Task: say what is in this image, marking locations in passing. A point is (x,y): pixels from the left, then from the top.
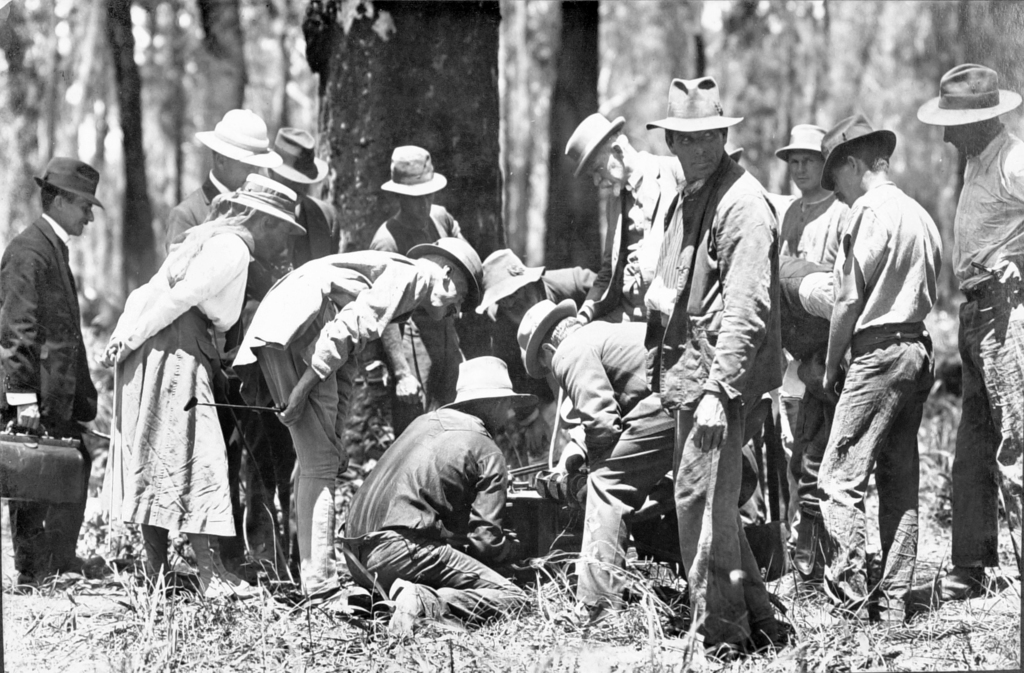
In this image there few people (812,256) on the grass (271,661) and wearing hats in which one of them holding a bag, few trees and an object (507,558) on the ground (558,586).
